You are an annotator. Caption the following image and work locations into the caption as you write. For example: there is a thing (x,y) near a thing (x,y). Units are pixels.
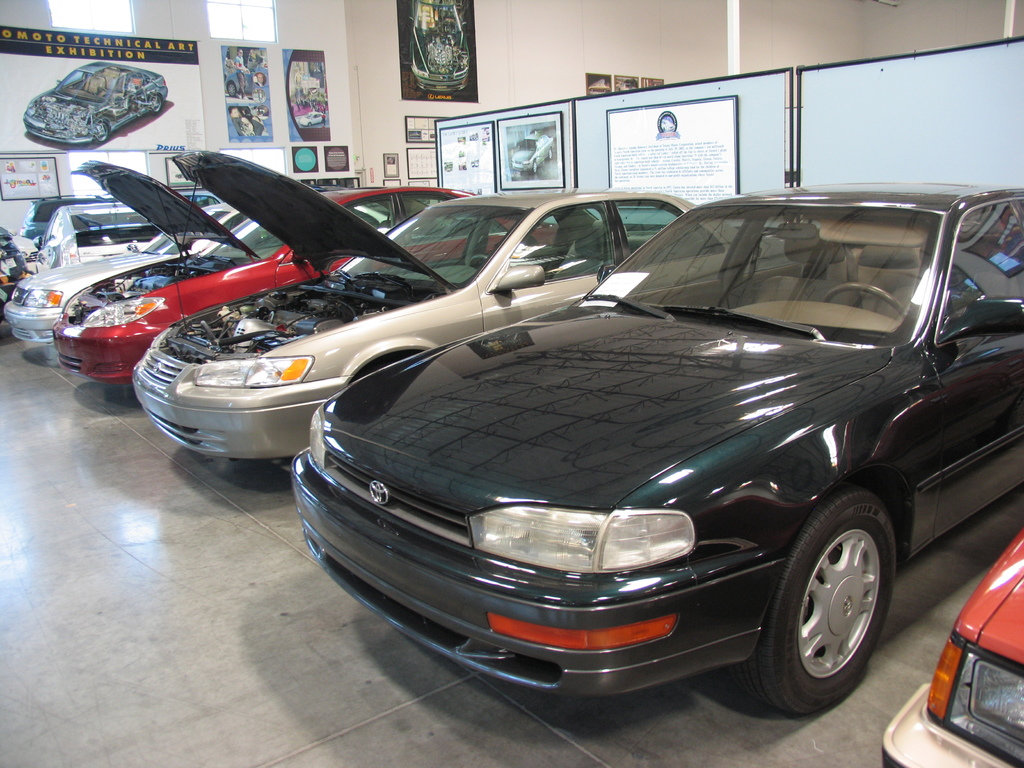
In this image I can see vehicles (510,449) on the floor (496,709). In the background (759,130) I can see a wall (304,145), posters (304,106), boards (818,147), photo frames (704,134), wall paintings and so on. This image is taken may be in a hall (115,662).
